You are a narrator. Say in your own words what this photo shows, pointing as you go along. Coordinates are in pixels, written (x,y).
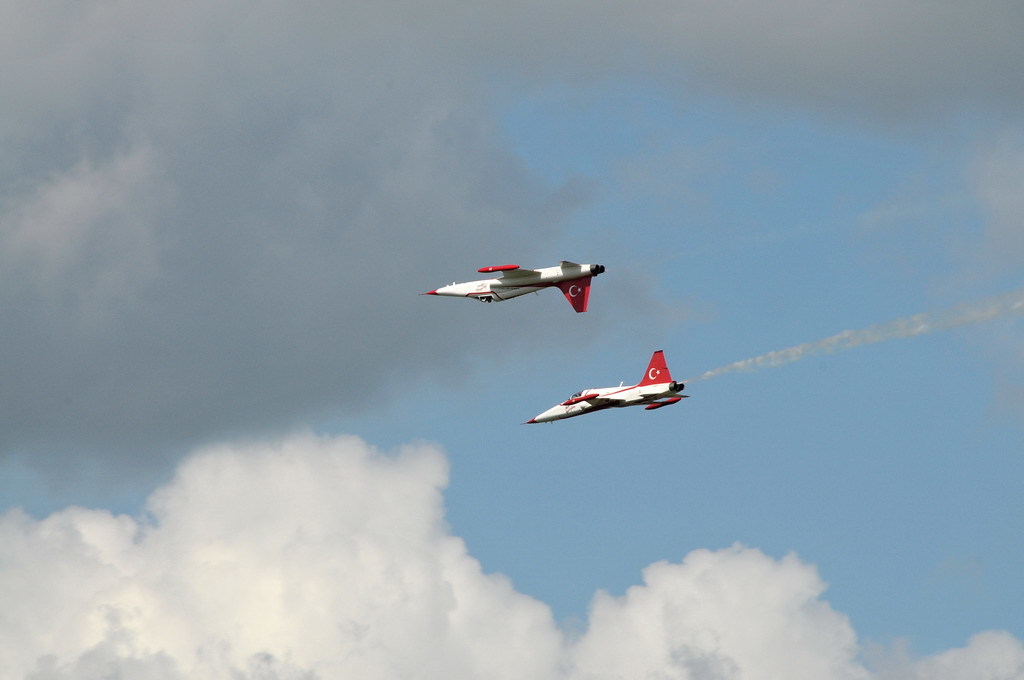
In this image there are two aircrafts (600,395) flying in the sky (566,341). One is emitting the smoke (795,354). At the bottom (393,590) there are clouds (300,604).
